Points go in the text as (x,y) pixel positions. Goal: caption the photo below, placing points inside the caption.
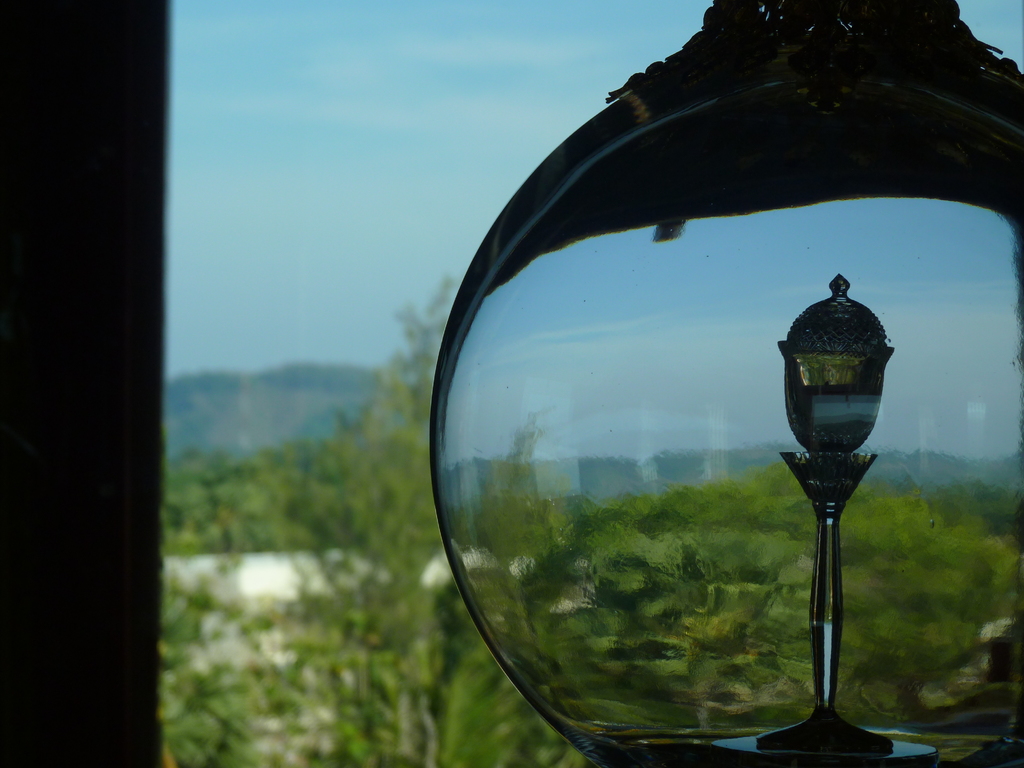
In this image there is a glass object (575,513), behind that there is a greenery (254,497) and the sky (238,251), it seems like a pole (77,698) on the left side of the image (77,698).
